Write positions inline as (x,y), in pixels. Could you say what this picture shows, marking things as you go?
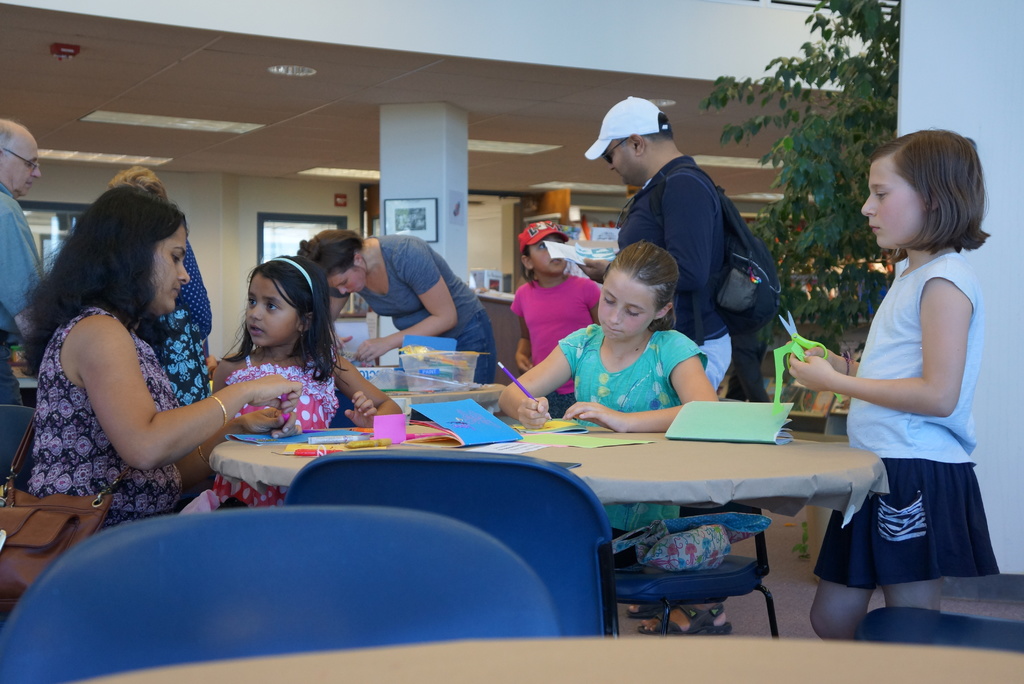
In this picture there are two girls (572,350) and one lady (84,394) are sitting. In the background (527,256) there are some people (655,207) standing. In front of them there is a table (645,439). On the table (641,451) there are papers (539,434), pens (349,435) and colored papers (501,432). And a lady (90,470) is wearing a handbag (59,545). There are blue color chairs (495,550). And to the right (853,159) there is a plant (853,199). We can see a pillar (422,158).
